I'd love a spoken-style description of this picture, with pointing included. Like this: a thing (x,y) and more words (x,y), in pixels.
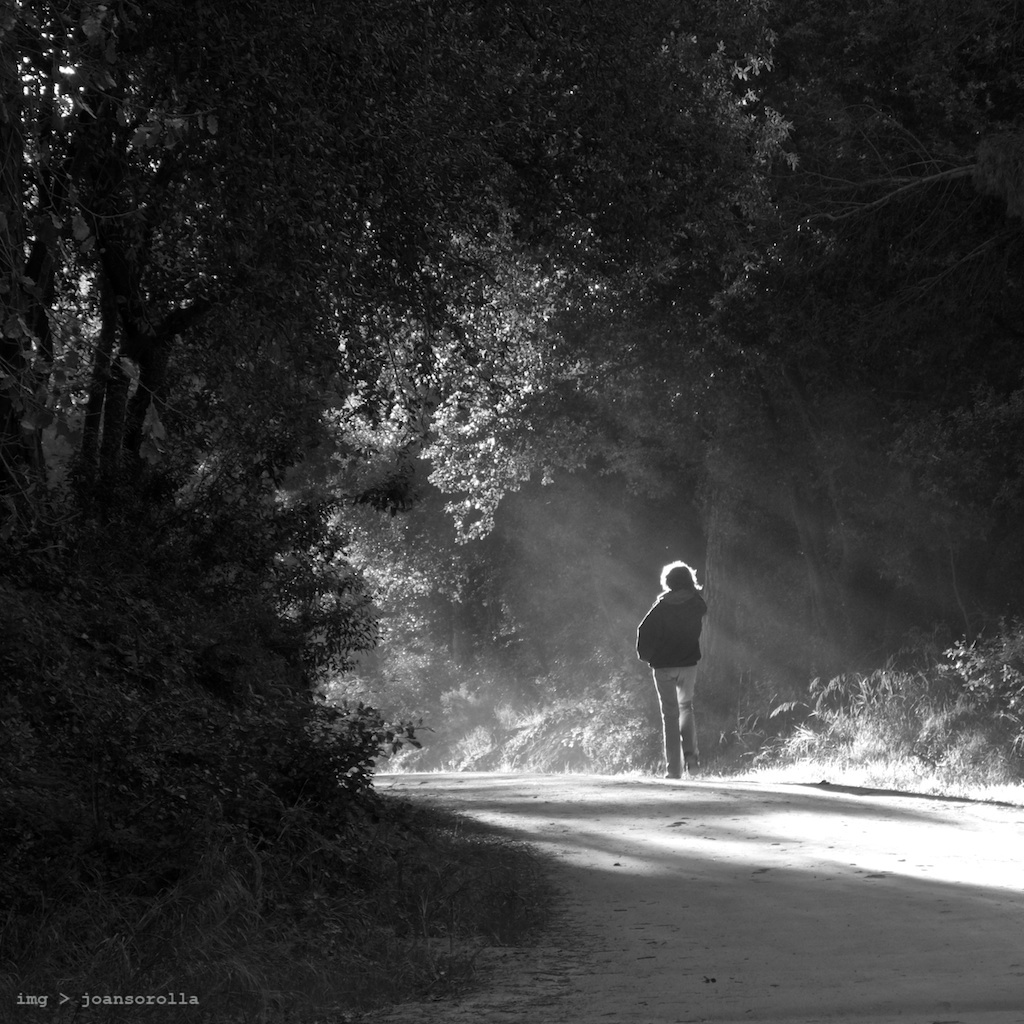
This is a black and white image where we can see a person (668,705) is standing on the road (720,873). In the background (648,487), we can see trees (543,403). There is a watermark (66,1003) in the left bottom of the image (115,999).
